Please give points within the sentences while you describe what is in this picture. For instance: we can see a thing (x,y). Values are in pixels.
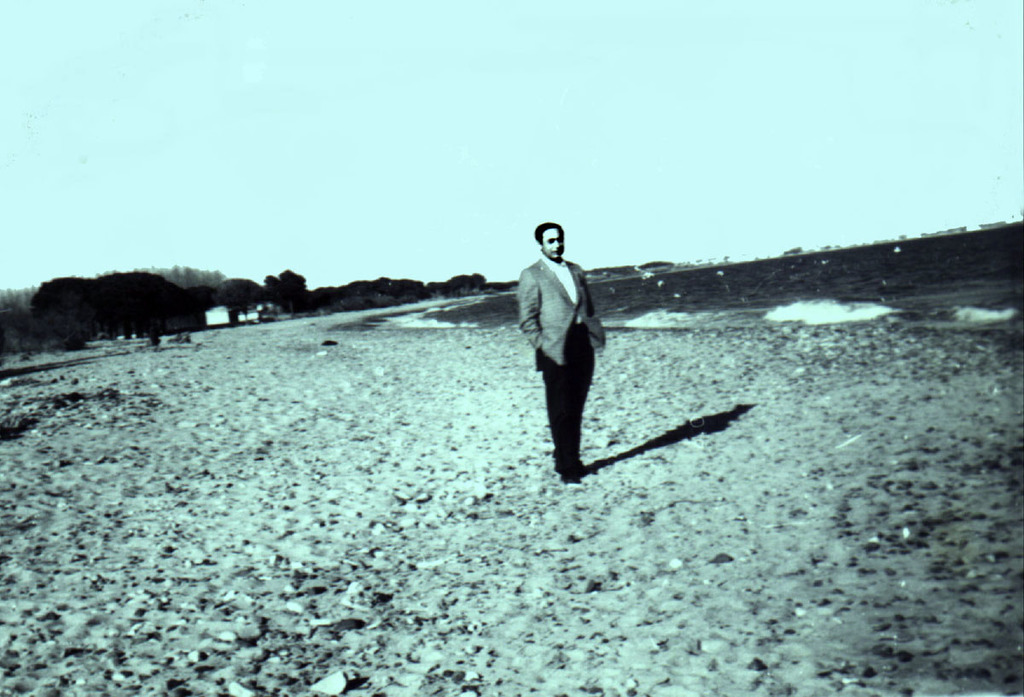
It looks like some old image there is a person (572,317) standing on the sand surface (80,517) in front of the sea (636,313) and in the background (325,301) there are few trees (306,294).
